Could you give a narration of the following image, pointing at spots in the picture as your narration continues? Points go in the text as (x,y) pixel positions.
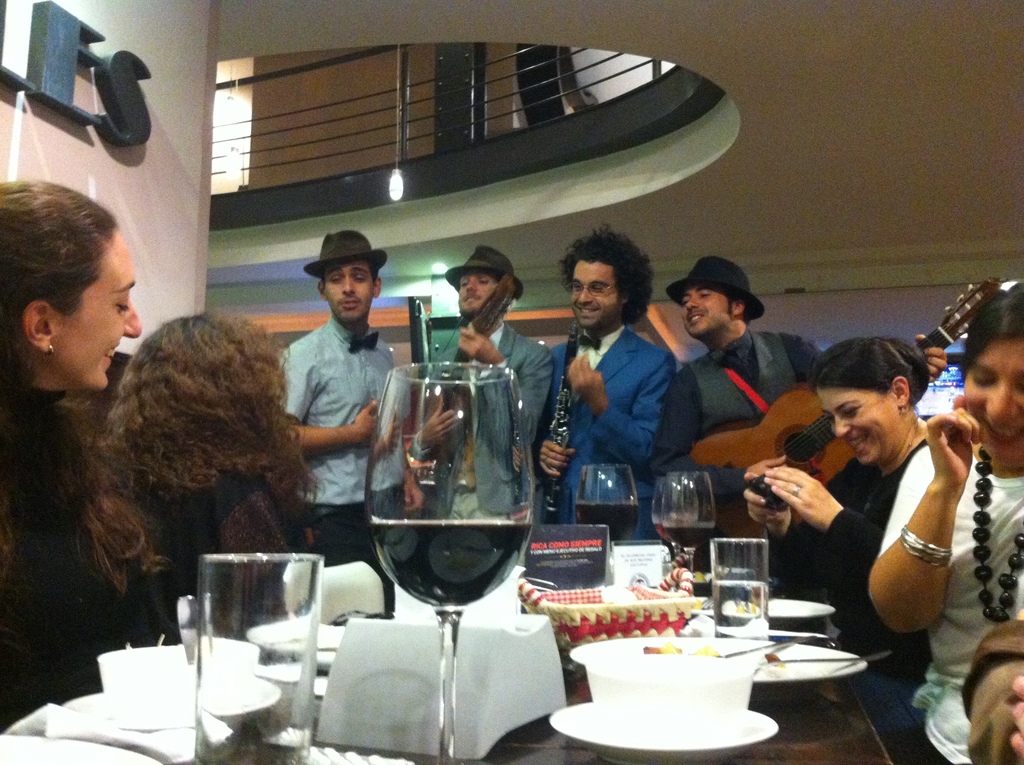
This picture shows four men (350,475) standing and holding musical instruments (737,430) in their hands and we see four women (282,452) seated on the chairs (341,594) and we see a woman (798,475) holding a camera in her hand (773,524). we see some wine glasses (673,540) cups (683,689) and plates (812,655) on the table (800,684).
